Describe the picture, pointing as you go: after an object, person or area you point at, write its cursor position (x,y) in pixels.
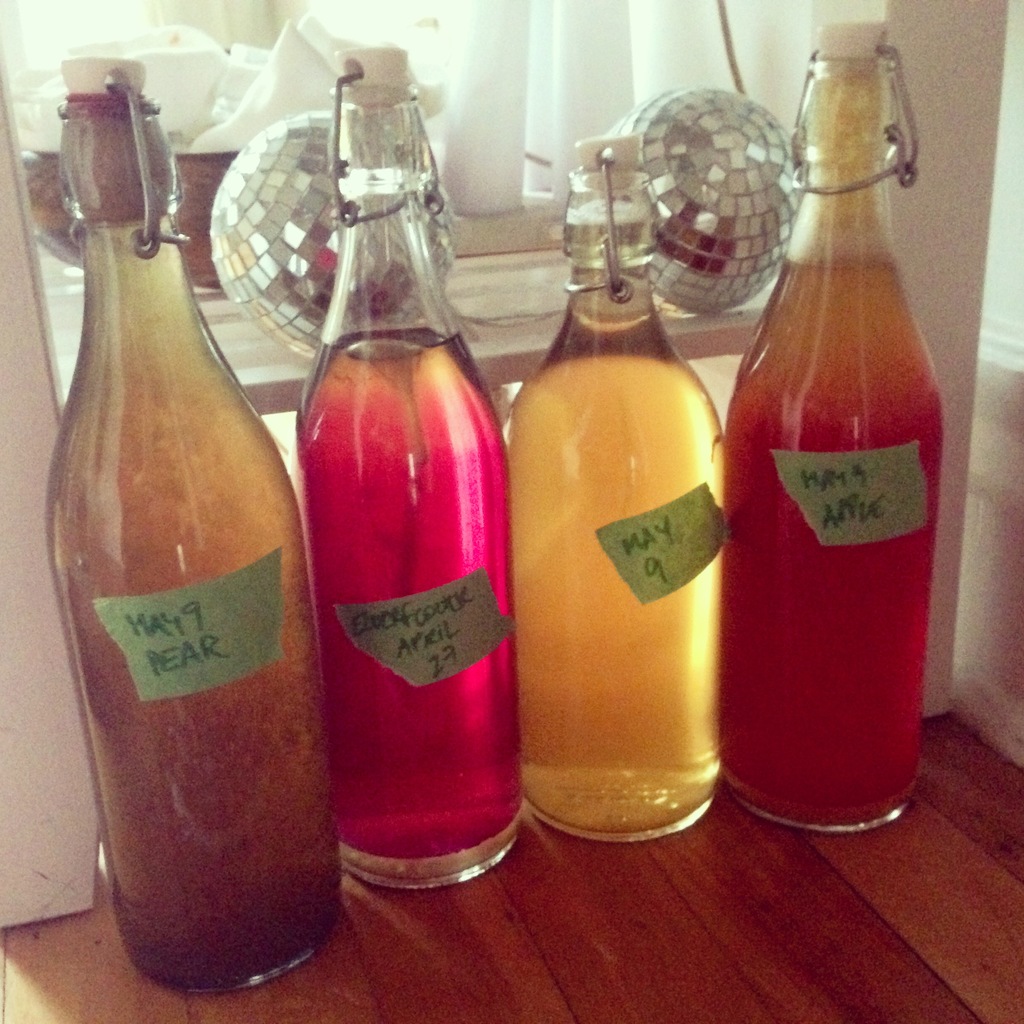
In this image I can see four bottles (693,555). In the back (237,155) there is a bowl (237,155).
